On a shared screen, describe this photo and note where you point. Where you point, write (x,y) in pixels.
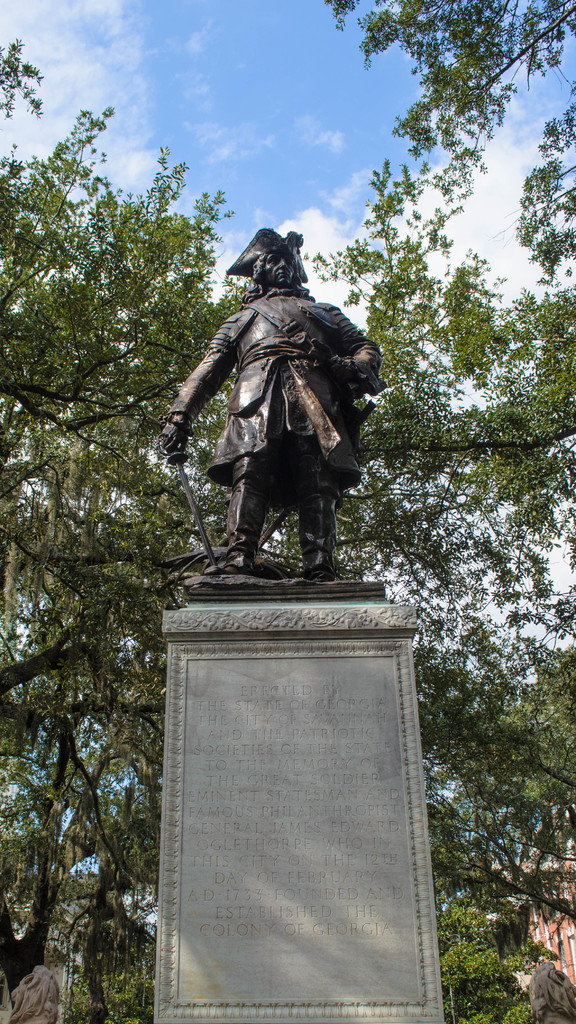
In this image there is a sculpture (281,372) which is standing on a pillar (337,784). In the background (92,548) there are trees (146,808), Building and sky (309,131).
